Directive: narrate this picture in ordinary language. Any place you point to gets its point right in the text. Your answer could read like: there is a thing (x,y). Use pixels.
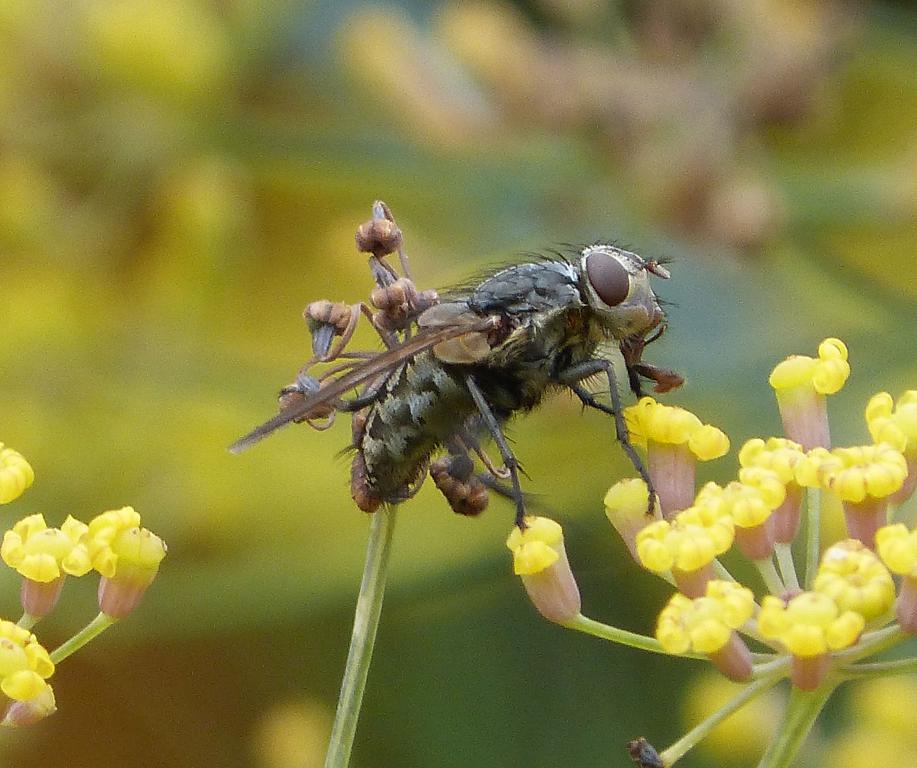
In this picture we can see an insect (649,313), here we can see flowers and in the background (597,466) we can see plants (585,216) and it is blurry.
